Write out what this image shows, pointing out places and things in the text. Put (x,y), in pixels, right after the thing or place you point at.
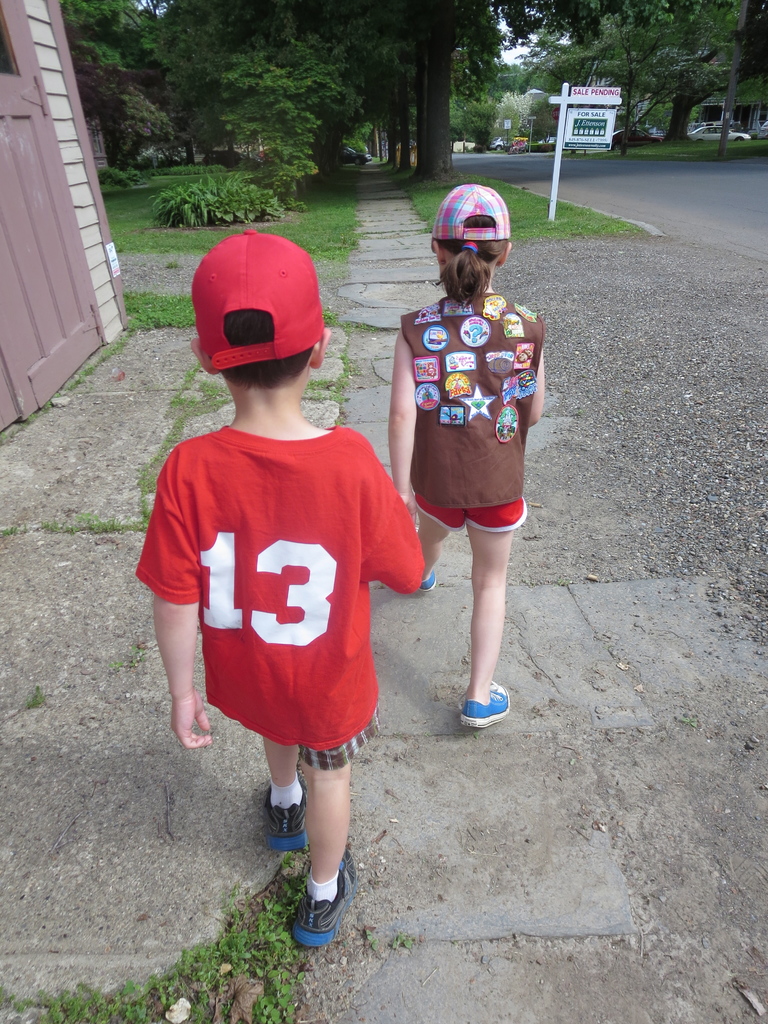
This picture shows a boy (321,460) and a girl (443,517) holding their hands (410,507) and walking and we see caps (500,216) on their heads (487,247) and we see trees (336,32) and a name board (588,109) on the sidewalk (455,545) and we see grass (350,191) on the ground (311,179) and few plants (199,181) and a wooden door (71,253) on the side.
